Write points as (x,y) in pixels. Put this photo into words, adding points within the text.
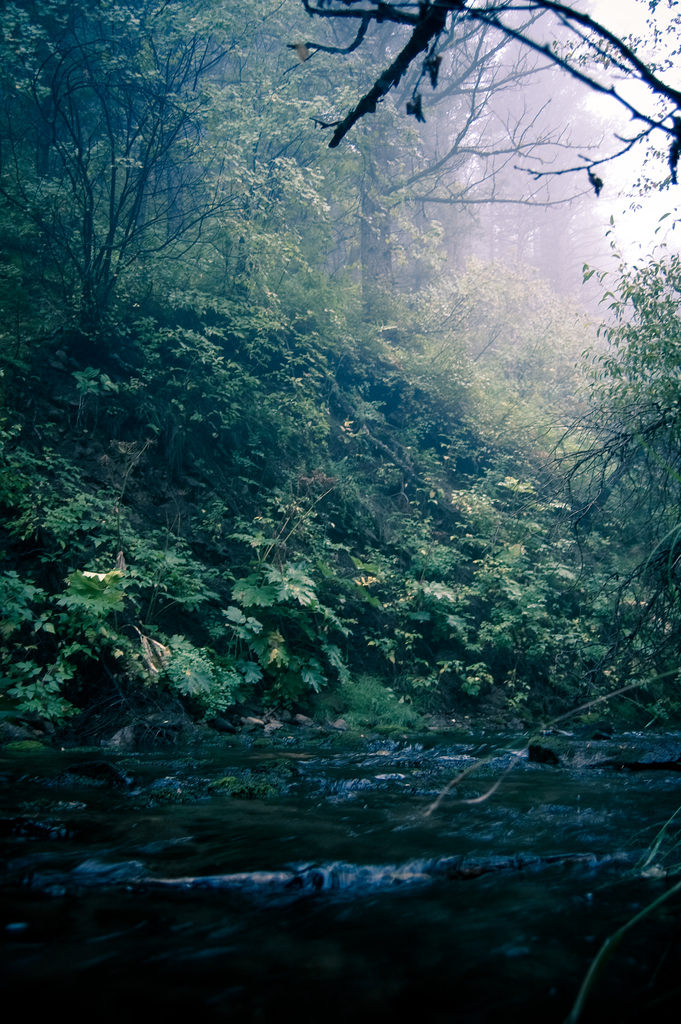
In this picture I can see many trees (505,345), plants (291,302) and grass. At the bottom (288,823) I can see the water flow (409,812). In the top right (613,215) there is a sky (637,31). In the background (466,174) I can see the fog (609,258).
